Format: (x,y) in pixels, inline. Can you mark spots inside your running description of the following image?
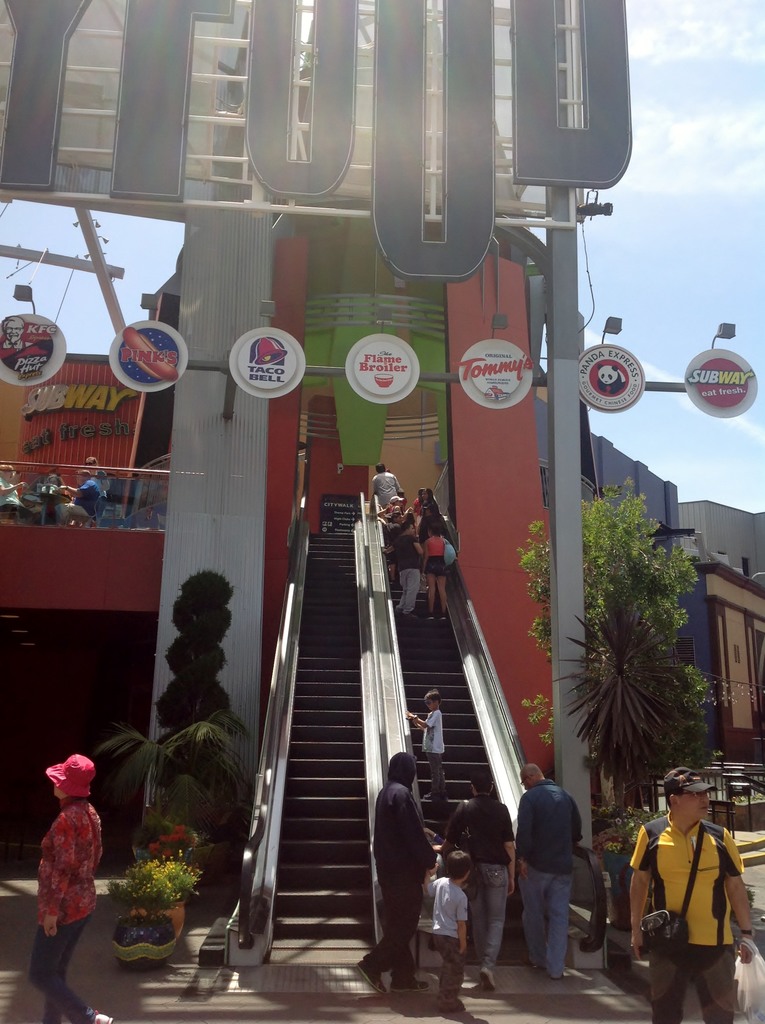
In the picture there is a shopping complex (149,461) and in the front (326,869) there is an escalator (324,836), there are few people (406,871) standing in front of the escalator (353,806) and some people (402,534) are moving up through the escalator (423,693), there are some trees (168,657) and plants (631,608) in front of the building (12,632).
